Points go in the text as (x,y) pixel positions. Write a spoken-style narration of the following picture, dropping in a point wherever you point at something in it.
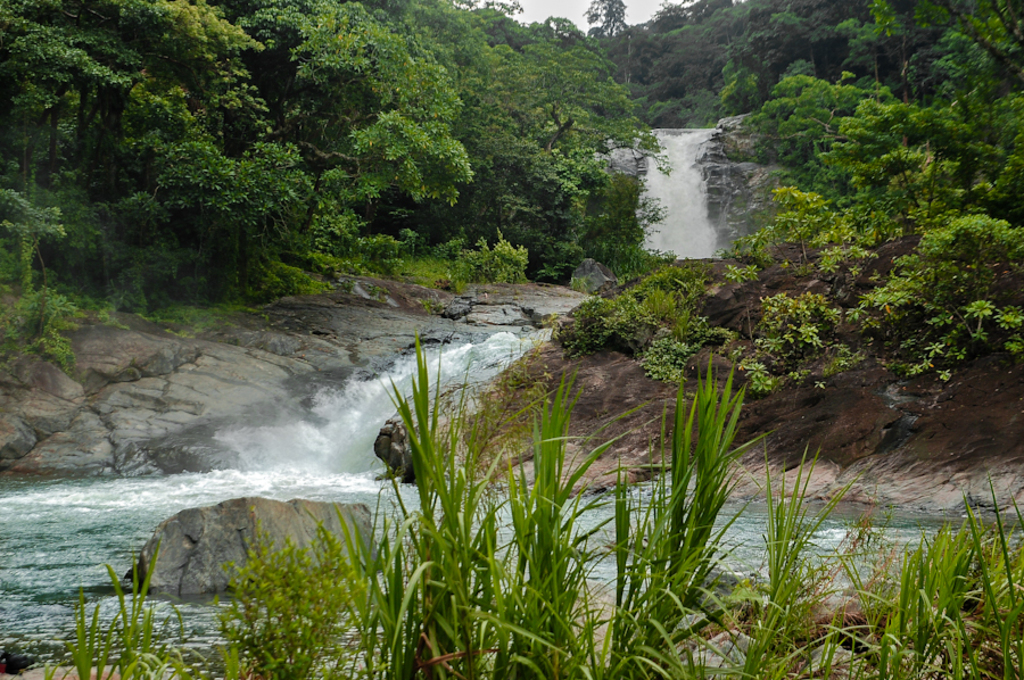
In this image, we can see so many trees (453,195), rocks (746,214), waterfall (680,188), plants (511,419). Top of the image (581,7), there is a sky (586,17).
